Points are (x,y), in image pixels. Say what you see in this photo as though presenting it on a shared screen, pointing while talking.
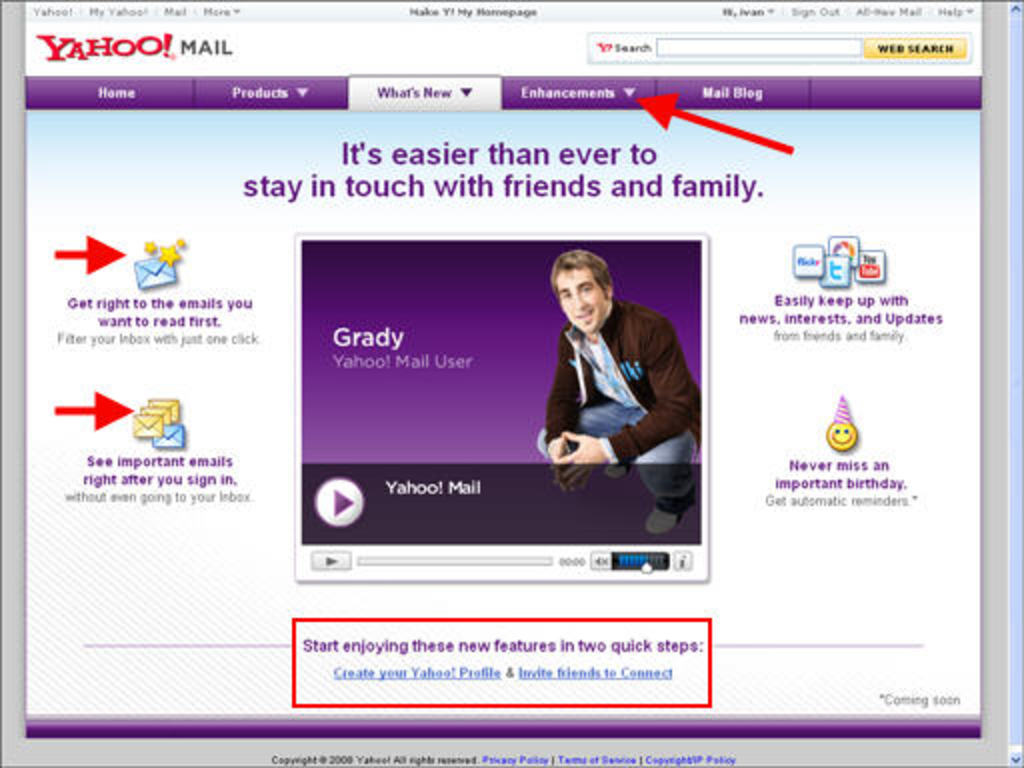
In this picture I can see a web page (420,623). There are words (863,10), icons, image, folders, search bar (958,44) and drop down boxes (944,13).
